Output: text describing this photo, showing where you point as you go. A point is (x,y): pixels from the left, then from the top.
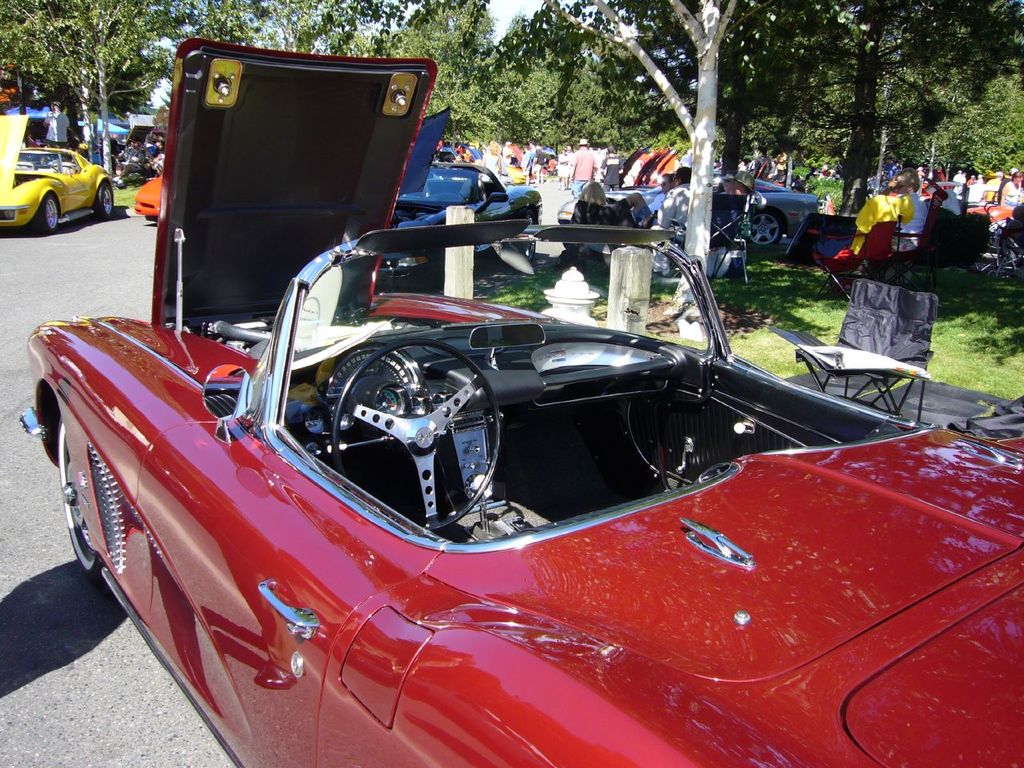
As we can see in the image there are different colors of cars (118,318), grass (837,290), few people (890,200) and trees (750,20).
